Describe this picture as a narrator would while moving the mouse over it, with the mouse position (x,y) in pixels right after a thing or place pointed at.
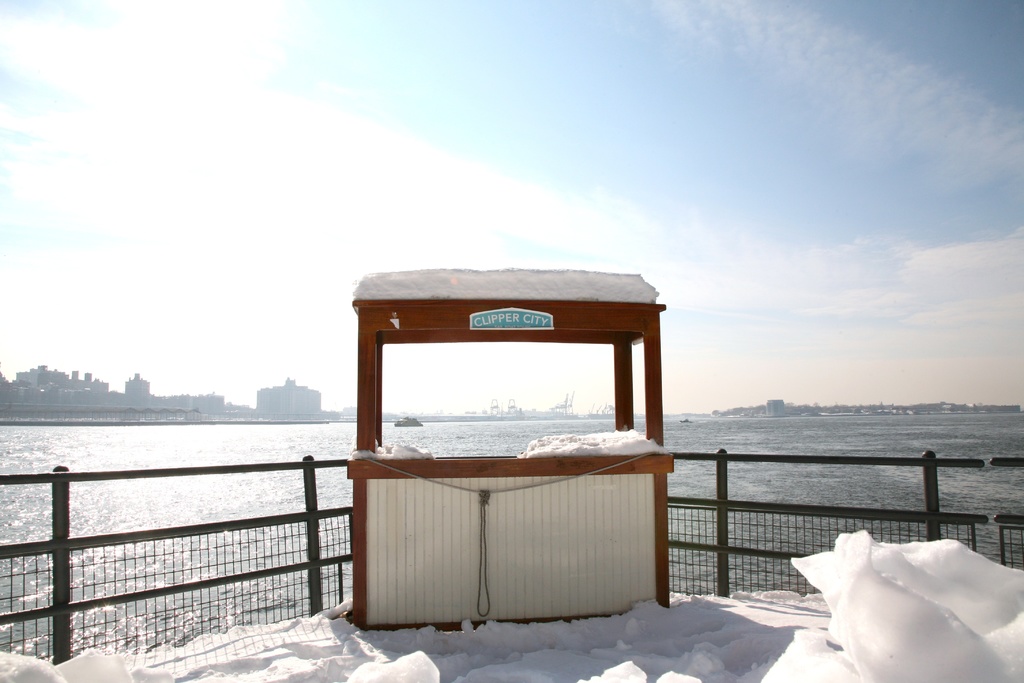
In the picture we can see some snow (865,578), booth (532,567), fencing (65,509), there is water (773,486) and in the background of the picture (85,405) there are some buildings (70,407), there are some ships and top of the picture (546,125) there is clear sky (454,99).
